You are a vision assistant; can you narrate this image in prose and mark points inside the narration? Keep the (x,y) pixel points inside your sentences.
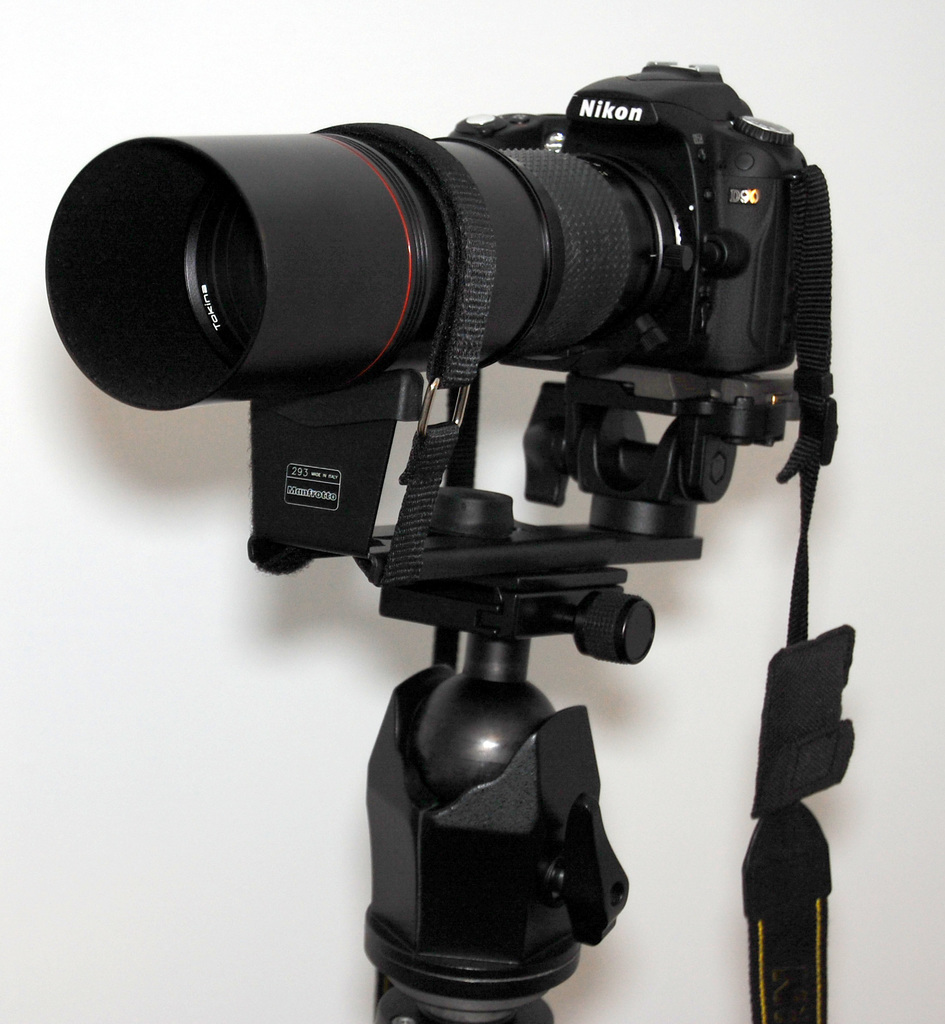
In this picture there is black color nikon camera (619,225) which is on the camera stand (513,718).
